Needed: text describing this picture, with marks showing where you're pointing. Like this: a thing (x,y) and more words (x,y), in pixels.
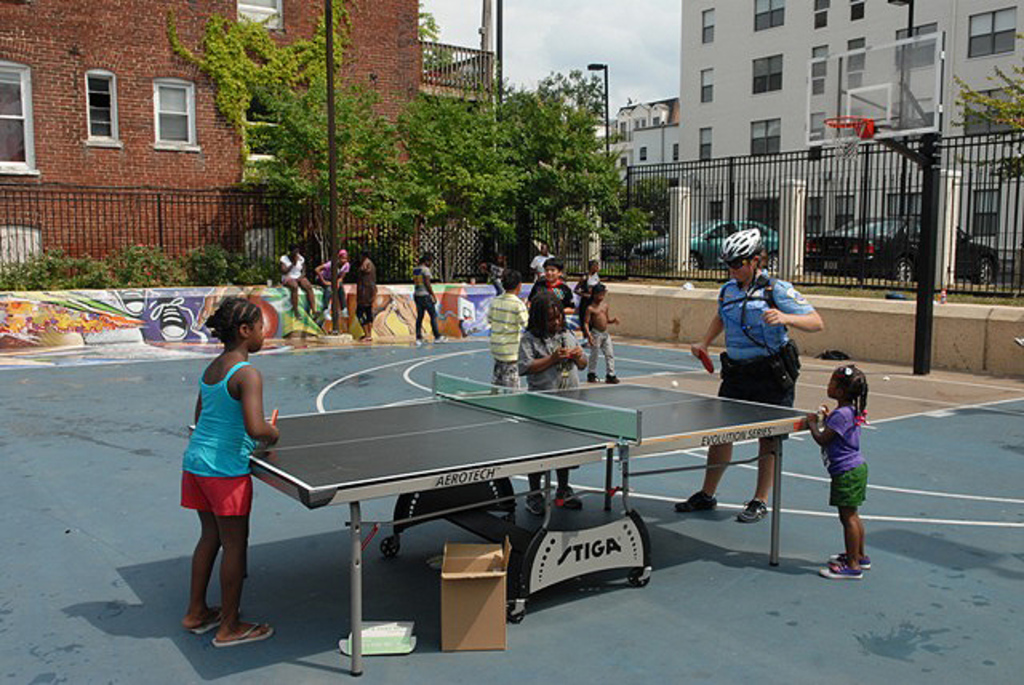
This picture describes about group of people (759,364), two (767,336) are playing table tennis, in the background (800,76) we can find couple of buildings (750,74), cars (897,242), poles (331,151) and trees (545,155).
